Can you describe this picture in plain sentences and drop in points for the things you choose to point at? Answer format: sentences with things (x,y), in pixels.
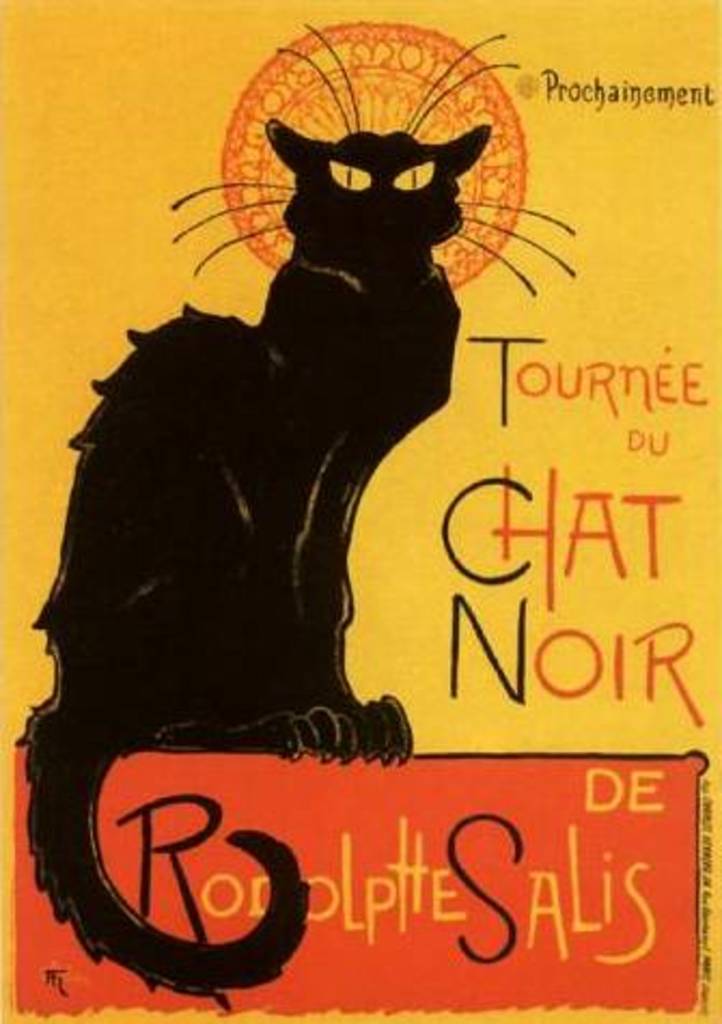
In this picture we can see a poster (318,456), on which we can see a black cat (207,586) and some text (454,560).
